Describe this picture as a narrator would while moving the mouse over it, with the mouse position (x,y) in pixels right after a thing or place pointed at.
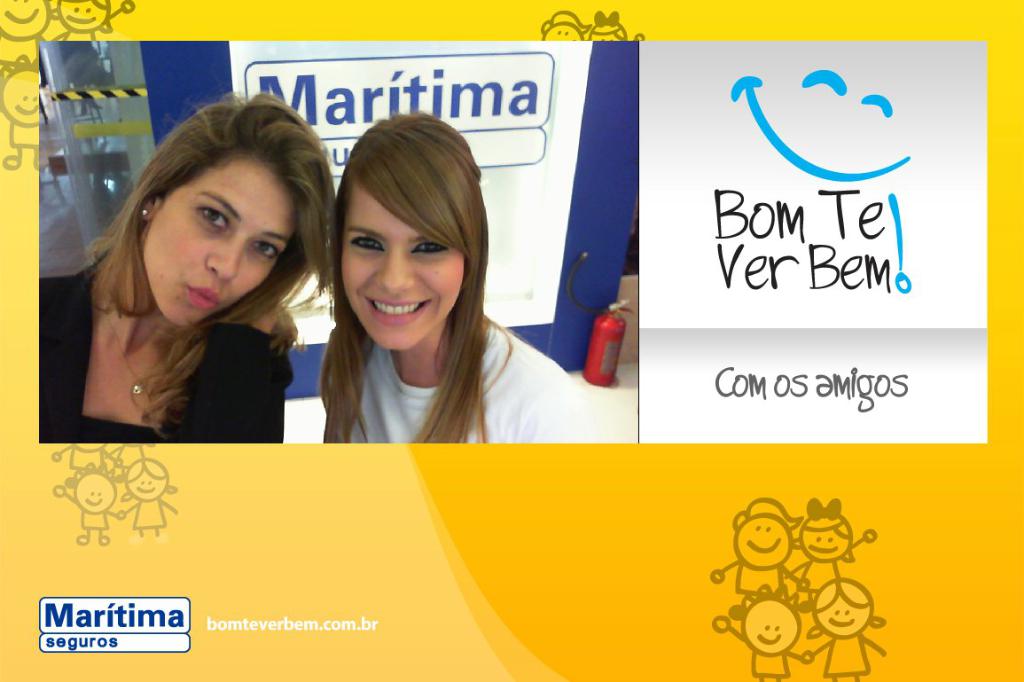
There is a photo (221,247) of two women (293,264) on a yellow color background (444,538). Behind them there is a poster (504,128) with something is written. Near to that there is a fire extinguisher (611,324). Also something is written on the white background (818,280). Also on the yellow background (93,654) something is written on the left corner (107,643). There are some cartoon pictures (88,481) on the yellow background (749,578).
